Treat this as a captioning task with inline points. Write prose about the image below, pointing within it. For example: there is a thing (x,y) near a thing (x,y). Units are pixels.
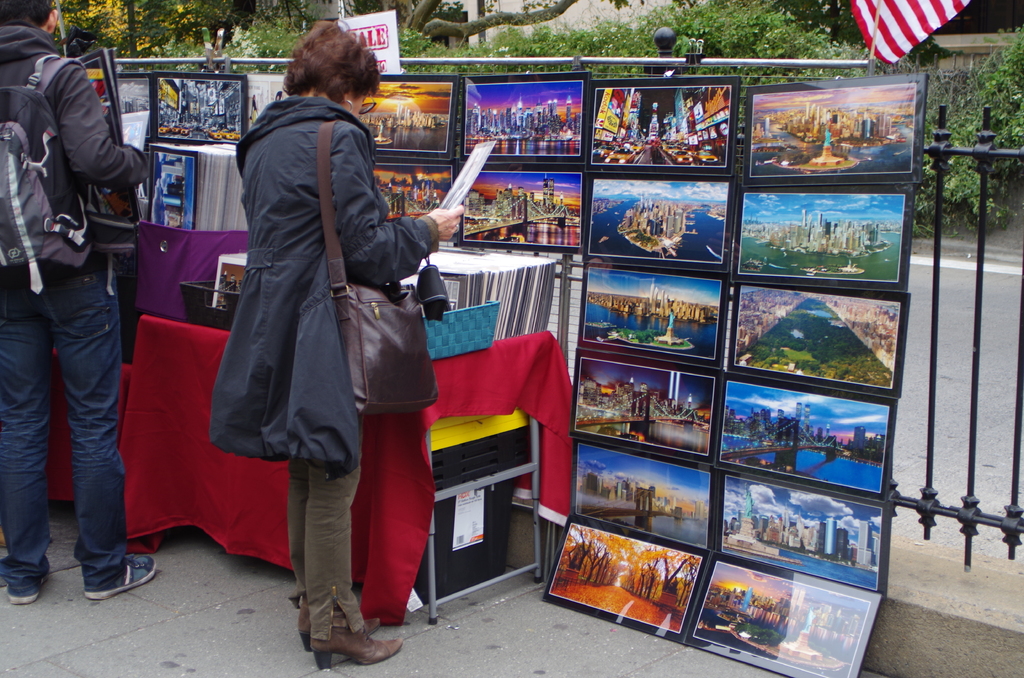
In the picture we can see a man (75,89) and a woman (281,210) standing and wearing a bag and near to them, we can see a table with a tablecloth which is red in color on it, we can see number of photo frames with some paintings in it and behind it, we can see a stand (549,164) with many photo frames (861,349) with paintings (772,523) and behind it we can see a railing (529,60), road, plants (203,8), trees (175,37), and some pole (873,46) and flag (906,41).
